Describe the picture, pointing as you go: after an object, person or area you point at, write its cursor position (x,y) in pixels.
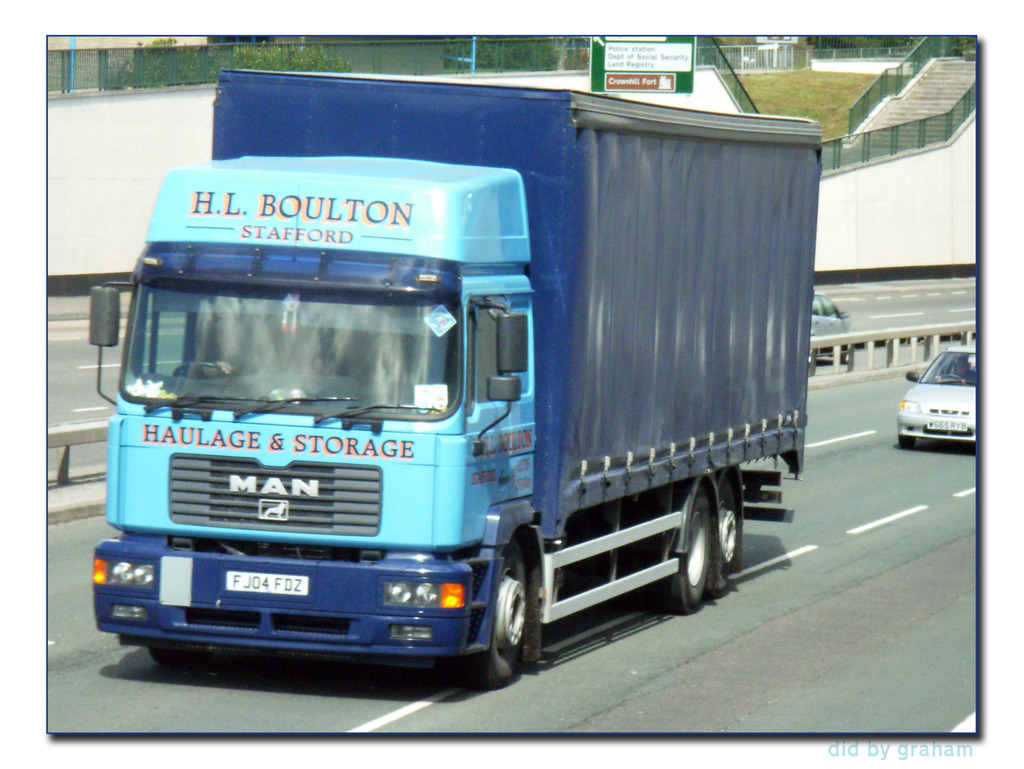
In this picture we can see a truck (574,417) and couple of cars (921,393) on the road (786,499), in the background (623,41) we can find a hoarding (615,50) and couple of trees (310,62).
